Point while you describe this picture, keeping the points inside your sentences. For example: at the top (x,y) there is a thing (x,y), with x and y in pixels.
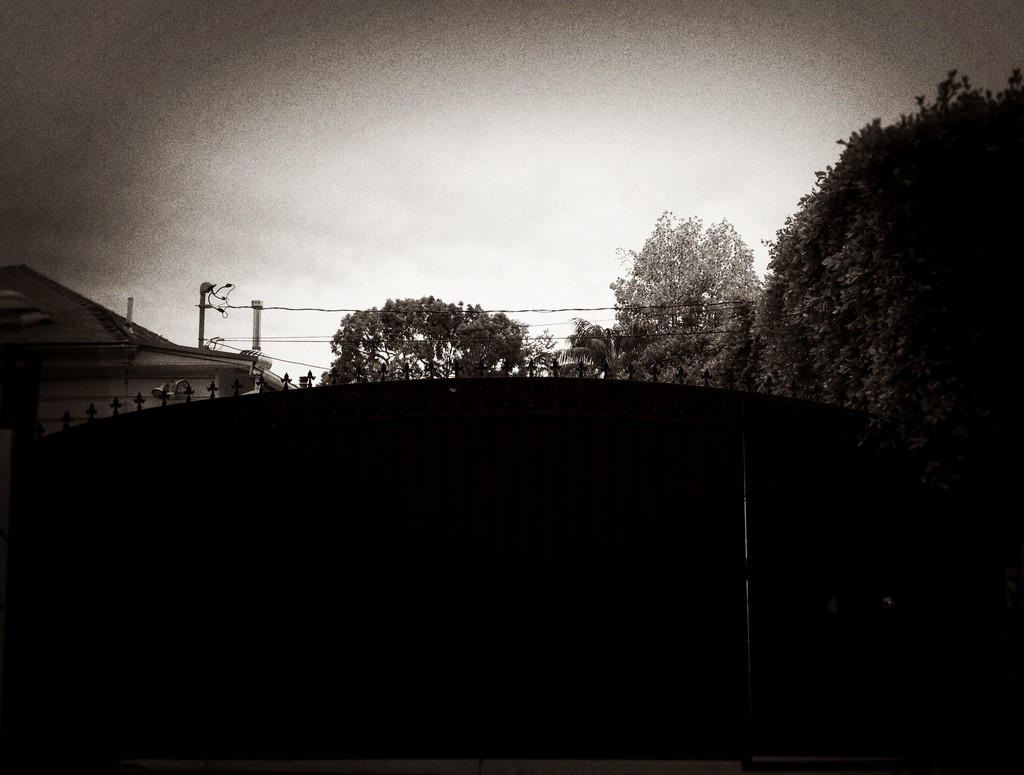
In this picture we can see a building (88,329), trees (508,337), wires (464,313), poles (203,311) and in the background (234,153) we can see the sky (351,121).
